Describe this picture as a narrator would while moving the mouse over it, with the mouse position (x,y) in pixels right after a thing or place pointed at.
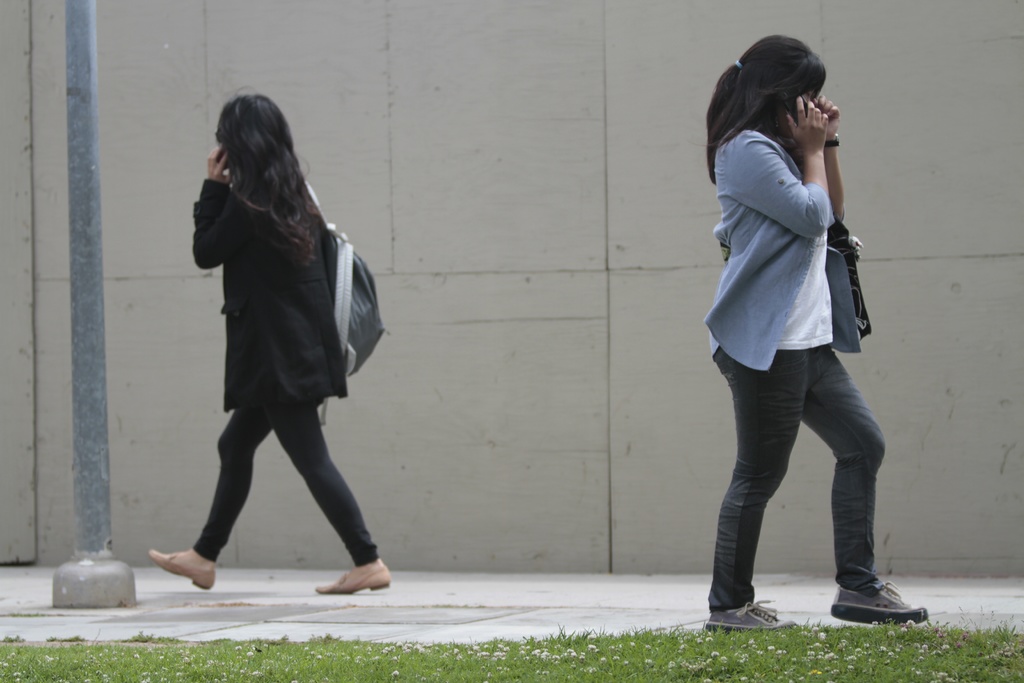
On the right (713,554) and left side of the image (216,520) we can see a woman (383,562) walking on the road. On the left side (98,444) there is a pole (98,444). At the bottom (669,655) there is a grass (419,671). In the background (447,264) there is a wall (489,173).
